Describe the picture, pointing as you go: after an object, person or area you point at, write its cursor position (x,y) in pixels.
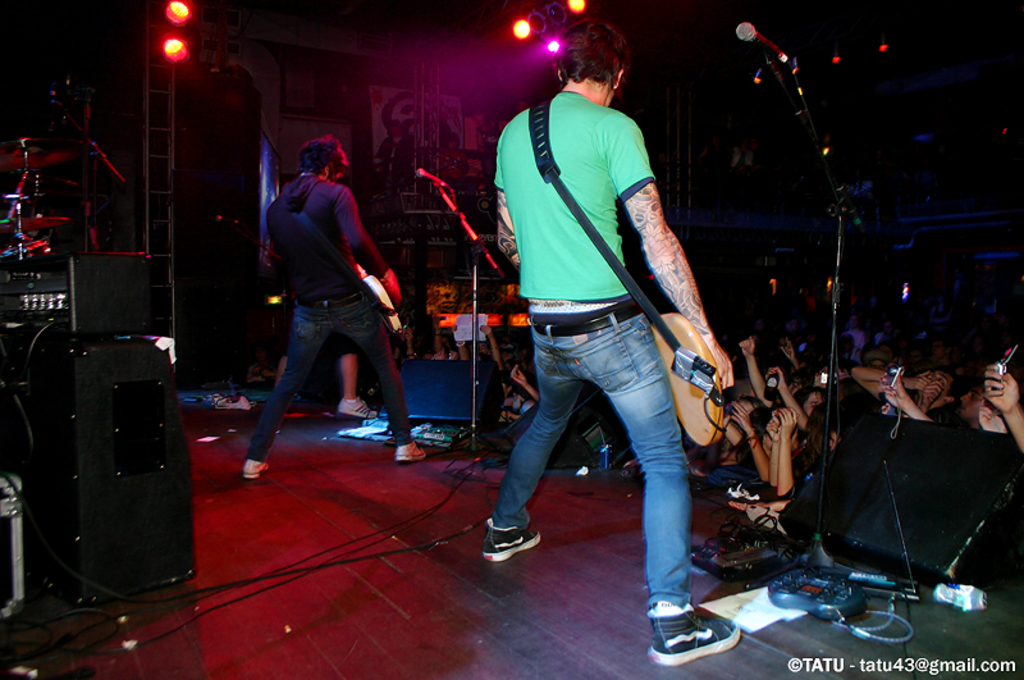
In this picture we can see two people (516,470) on the stage (303,501) holding some musical instruments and other people (781,403) on the floor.
